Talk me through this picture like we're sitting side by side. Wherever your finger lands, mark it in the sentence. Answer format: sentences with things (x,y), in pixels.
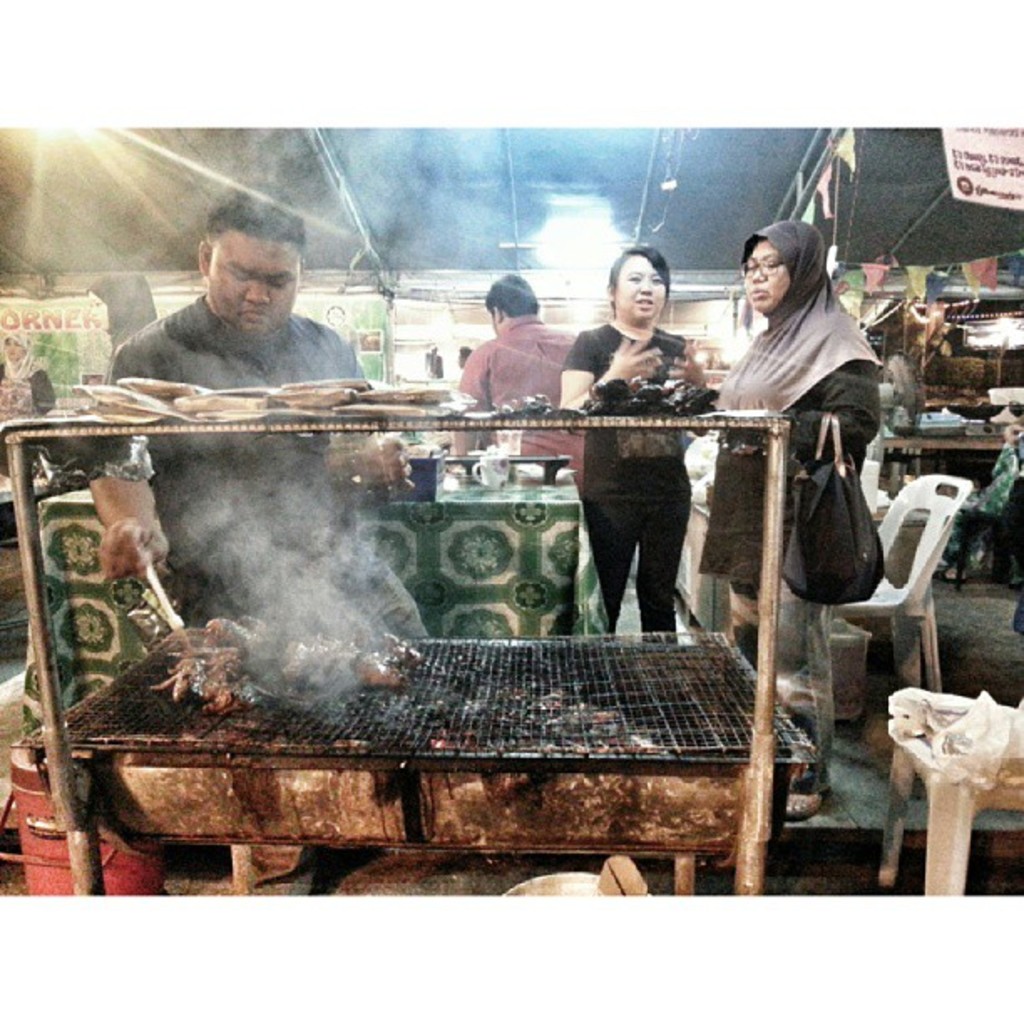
In this picture there is a man (268,330) who is wearing shirt (237,455) and trouser (325,590). He is standing near to the barbecue table (418,768). On the table (234,736) I can see he is firing meat (216,674). On the right (844,323) there is a woman (844,355) who is wearing scarf (801,256), spectacle (768,271), jacket (835,456) and trouser (797,634). Beside her there is another woman (615,448) who is wearing black dress (652,475). Both of them are standing near to the table (688,421) and chairs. In the top right corner (977,142) there is a poster (995,163). On the right (908,383) background (1012,345) I can see the table fan (911,367), table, chairs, papers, lights (998,337) and other objects (912,351). In the background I can see posters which are attached on the wall (474,302). At the top (543,183) I can see some pipes (799,185) on the tent (282,152). In the bottom left corner (40,768) there is a red bucket (64,851).
